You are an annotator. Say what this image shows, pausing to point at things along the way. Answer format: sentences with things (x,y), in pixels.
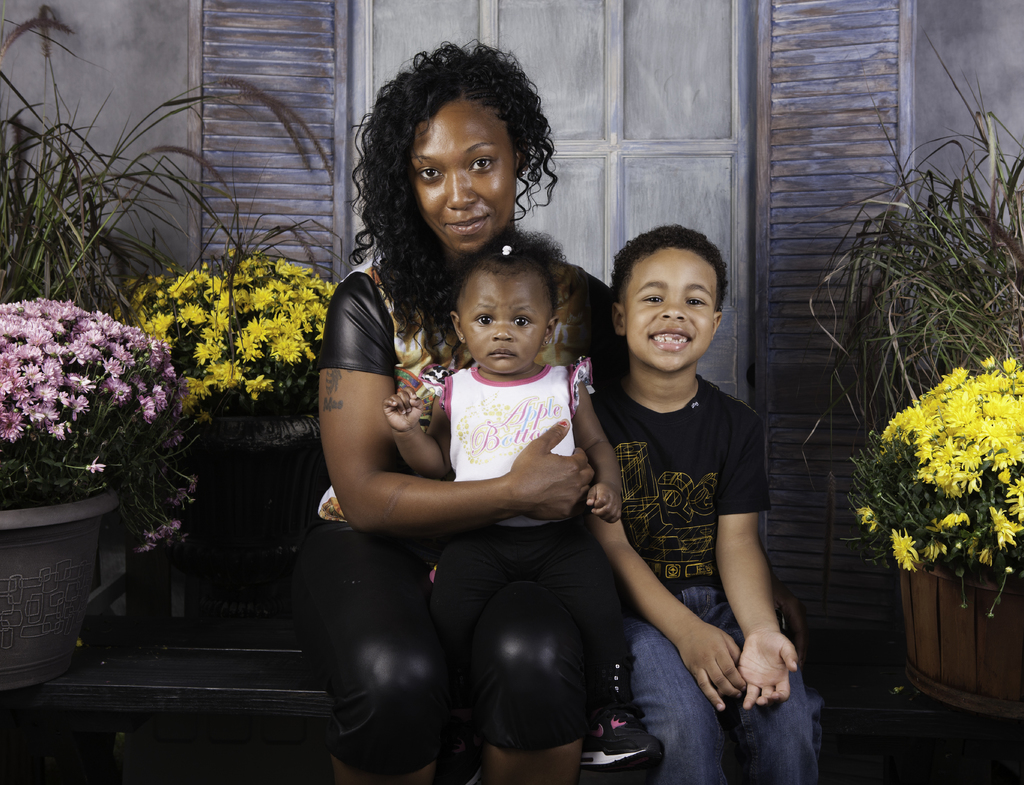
In this image I can see three people (380,430) with different color dresses (516,402). These people (330,448) are sitting on the bench (236,655). To the side of these people (339,430) I can see the flower pots (264,433). There are yellow and pink color flowers (297,321) can be seen. In the back (405,15) I can see the wooden wall (295,42).
